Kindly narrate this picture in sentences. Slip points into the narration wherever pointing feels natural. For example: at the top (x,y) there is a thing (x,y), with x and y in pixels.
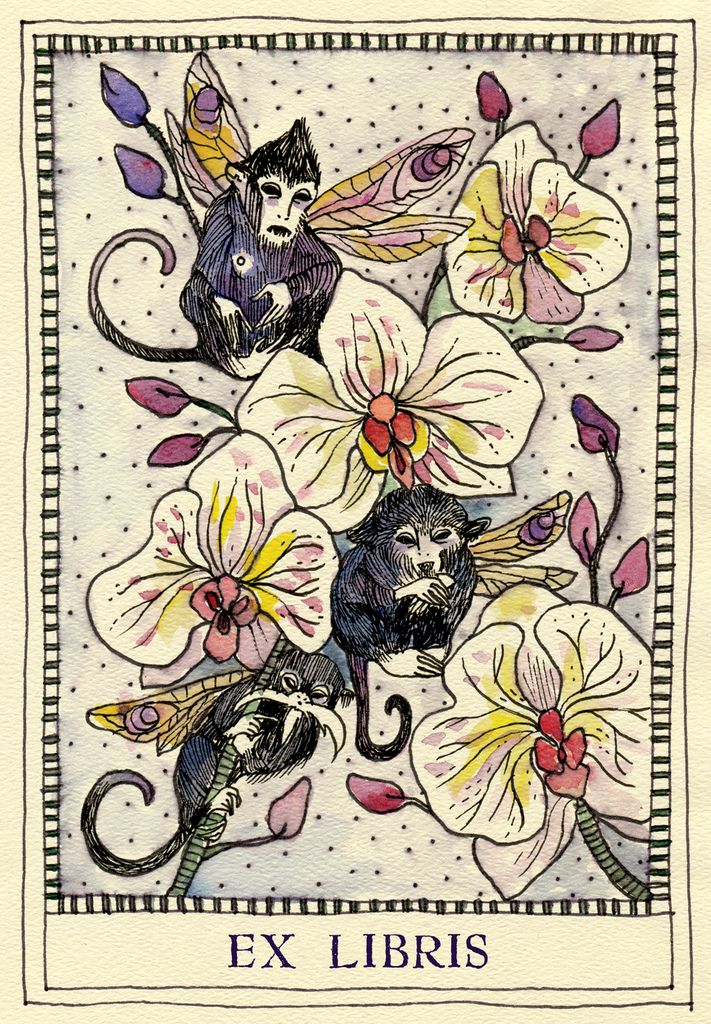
In this image there is a sketch (242,463) of flowers (385,373), monkeys (348,563) and some text (394,936) on it.
